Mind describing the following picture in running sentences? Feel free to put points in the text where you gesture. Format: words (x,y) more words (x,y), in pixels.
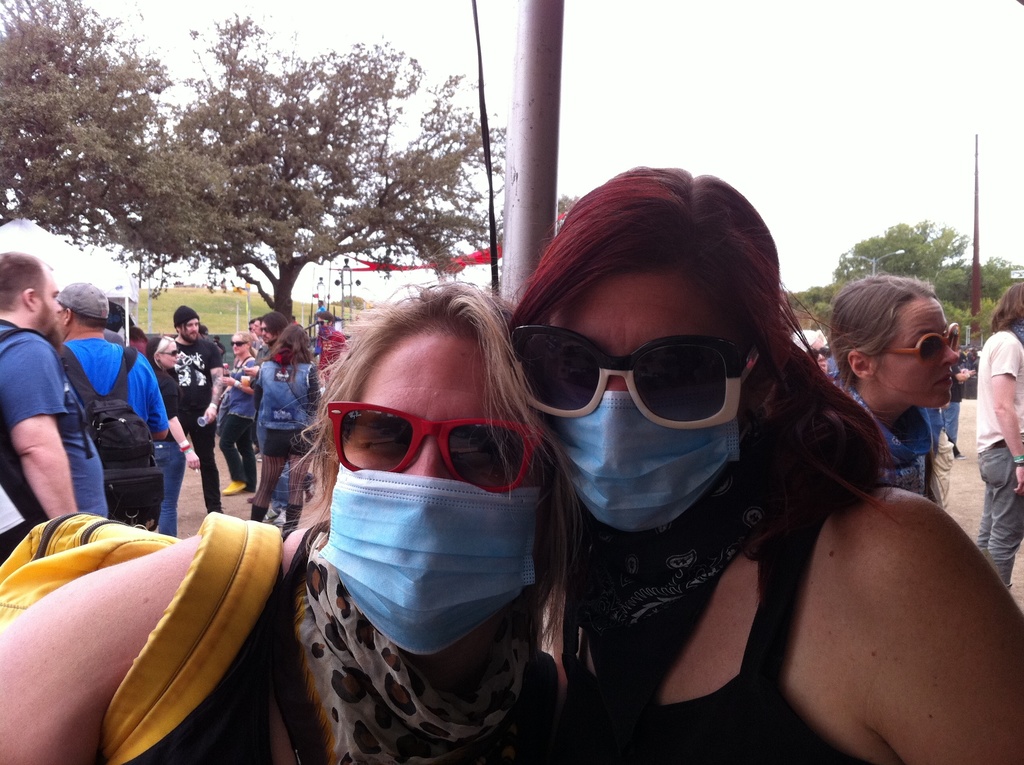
In this image two women (471,594) are wearing goggles (471,435), masks (585,434) and scarves (408,720). Woman (140,592) at the left side of image (135,588) is carrying a bag (174,605). Behind them there are few persons (277,440) standing on the land (248,497). A person (112,366) wearing a blue shirt (137,394) is carrying a bag (140,473) and wearing a cap (106,306). Behind the persons (39,259) there are few trees (799,308) on the grassland (243,303) and few poles (348,313). Top of image (724,128) there is sky (807,136).
